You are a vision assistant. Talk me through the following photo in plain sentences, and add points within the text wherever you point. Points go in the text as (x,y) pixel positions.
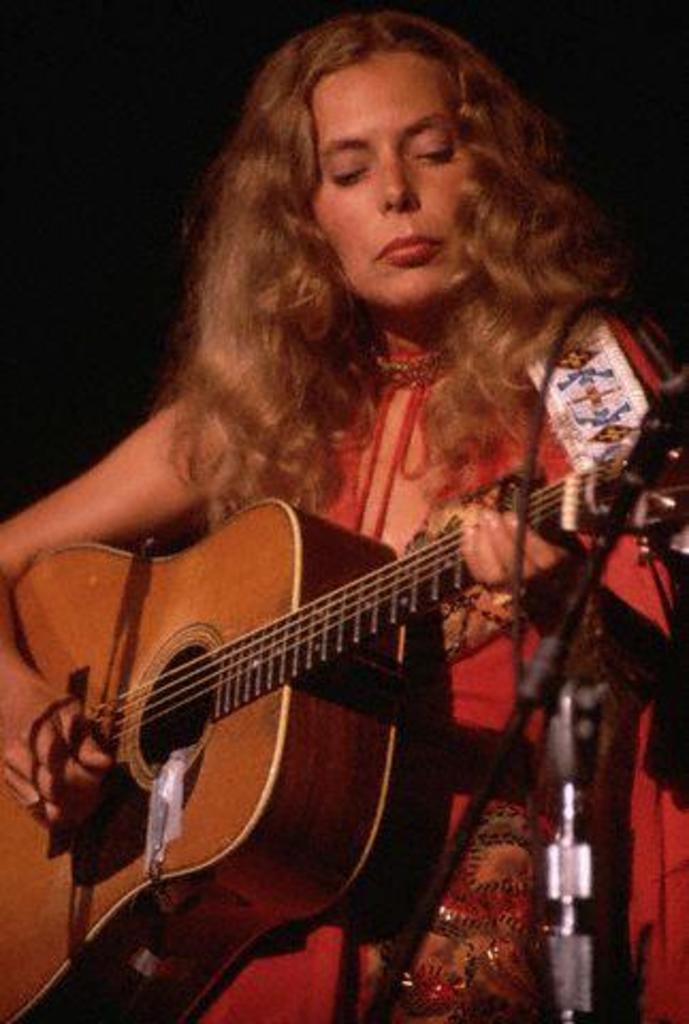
Woman (470,746) is playing the guitar (21,831) with her hands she wears a red color dress (484,675).
